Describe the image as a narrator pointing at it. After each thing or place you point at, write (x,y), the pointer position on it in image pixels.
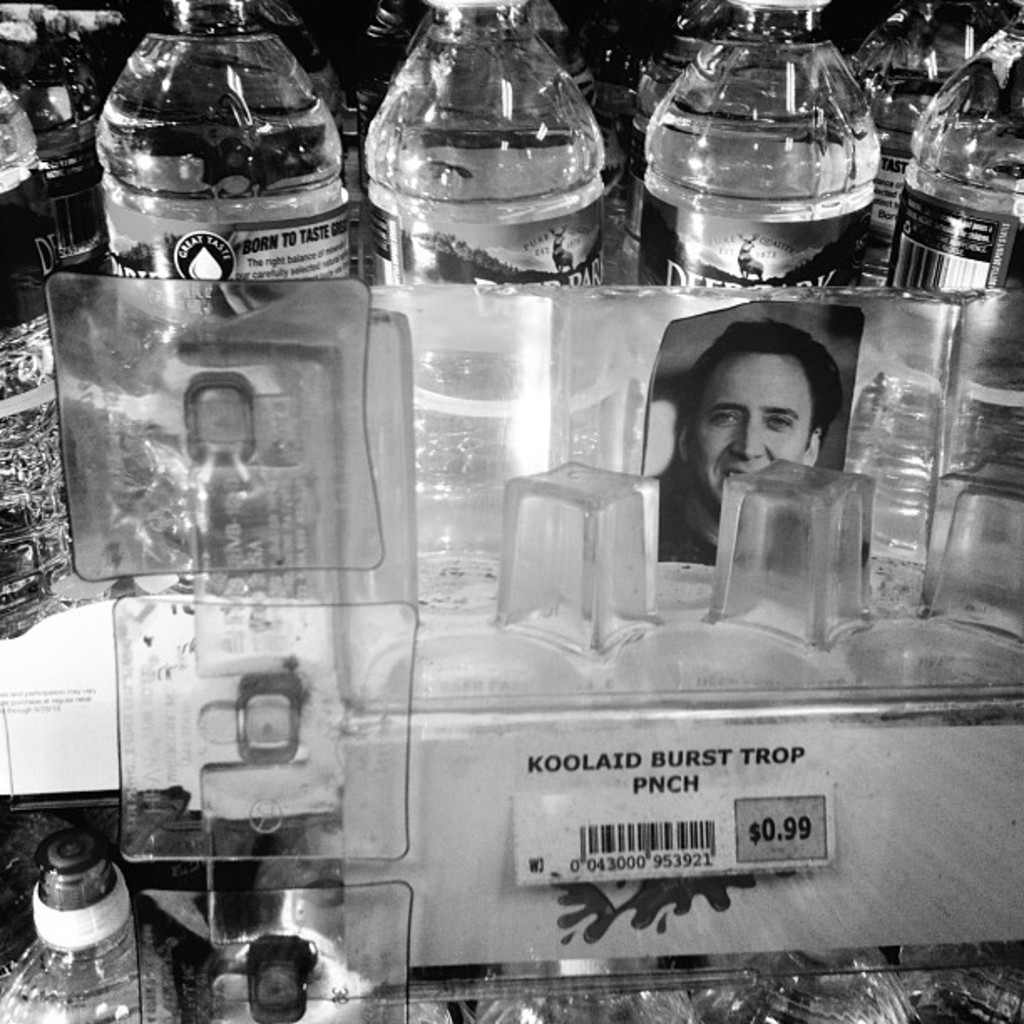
In this picture we can see couple of bottles (562,159), glasses (860,538), photo (744,457) and a bar code (701,834).
